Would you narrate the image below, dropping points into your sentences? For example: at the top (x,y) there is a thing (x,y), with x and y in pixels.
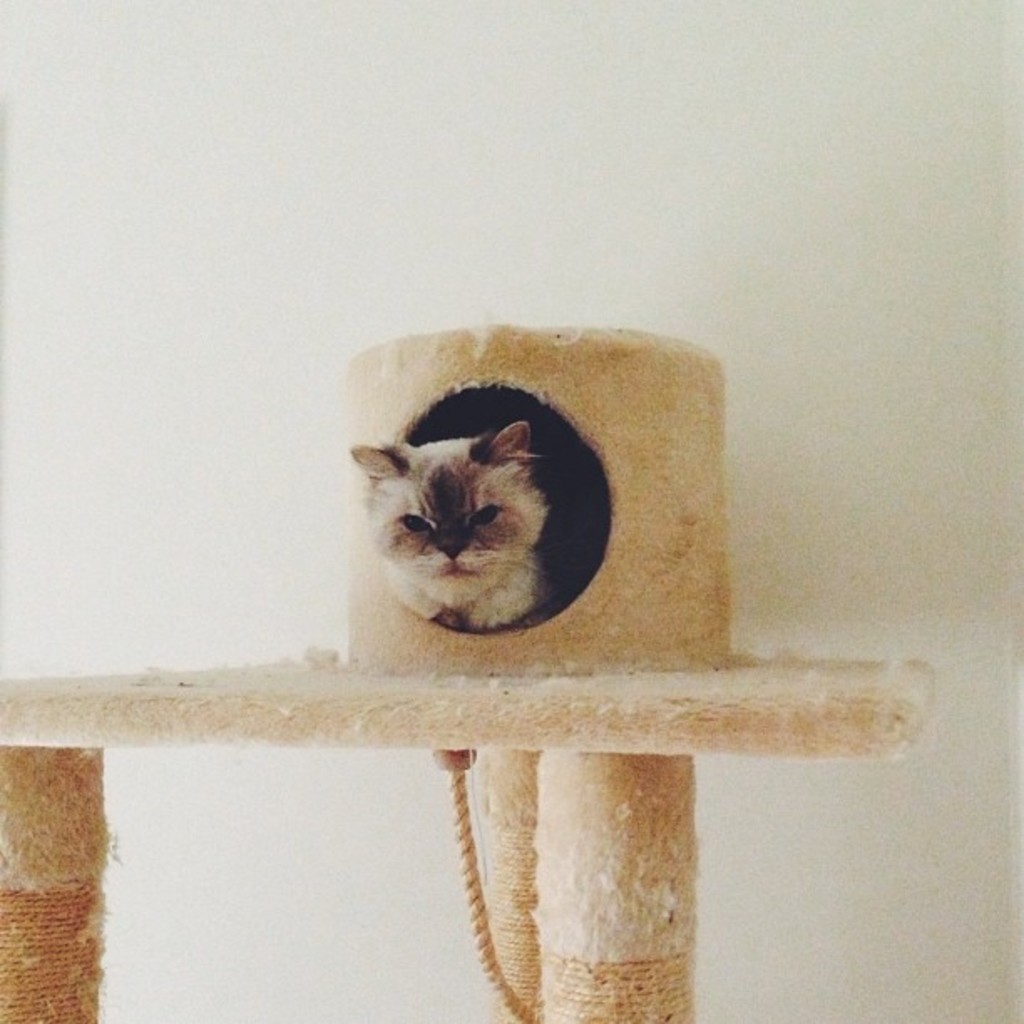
Inside this hole (456,627) we can see a cat (486,477). Under the surface (492,717) there is a rope (479,910). Background (870,918) there is a white wall (142,471).
